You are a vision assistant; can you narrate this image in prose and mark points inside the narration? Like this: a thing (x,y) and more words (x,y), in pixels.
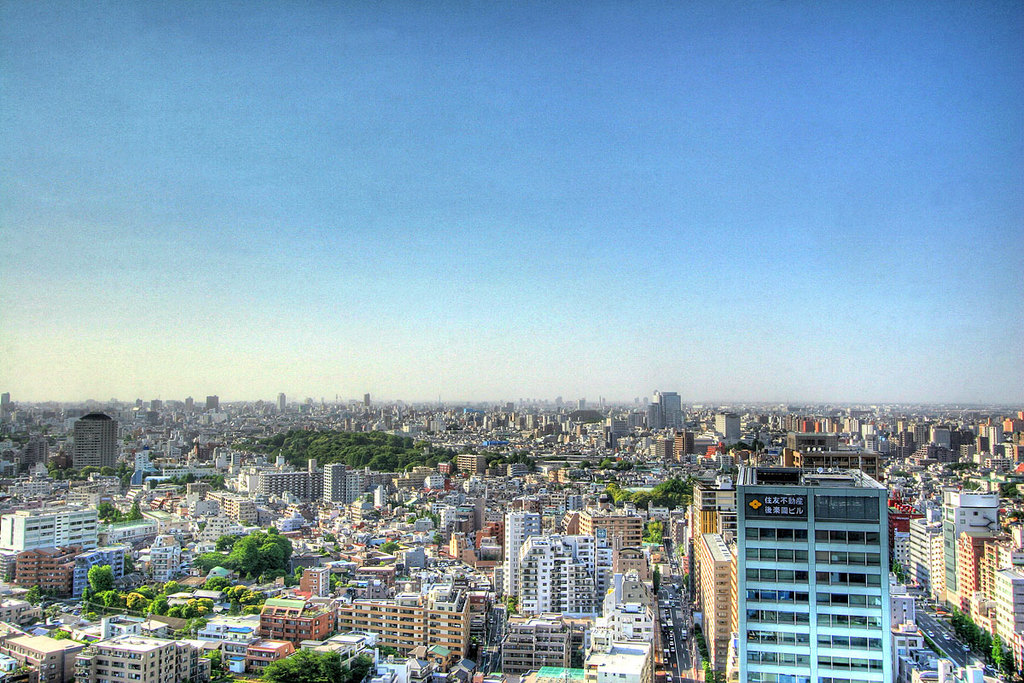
This is a aerial view image of a city (136,423), there are many buildings (208,533) all over the place with trees (270,671) in some places and above its sky (326,150).
